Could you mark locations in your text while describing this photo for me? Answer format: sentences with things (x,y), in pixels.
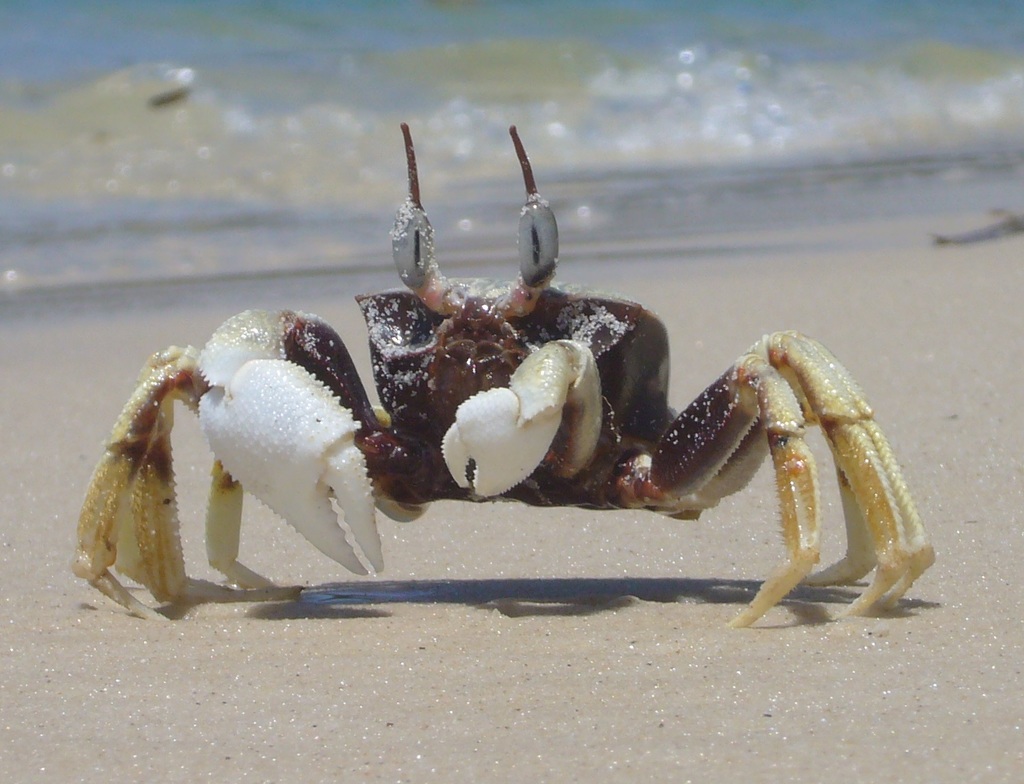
At the center of the image (433,430) there is a crab (440,450). In the background (473,107) there is a sea (609,117).
